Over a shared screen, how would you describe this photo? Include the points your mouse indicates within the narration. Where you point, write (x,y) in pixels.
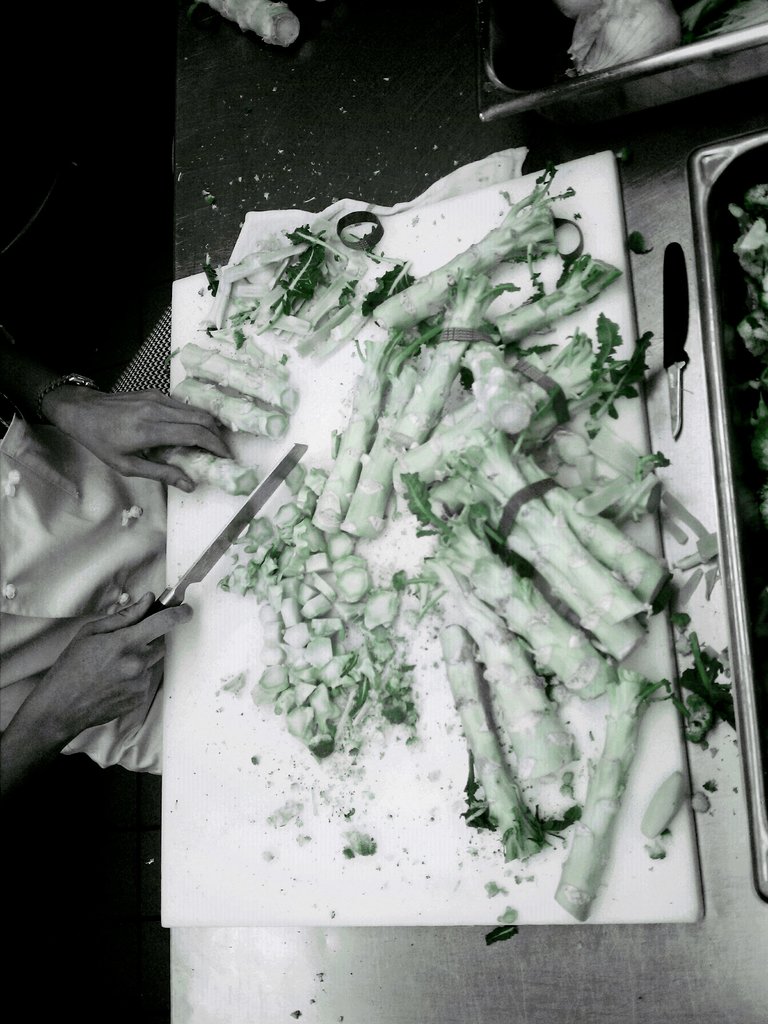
In this image we can see a person (137,410) cutting vegetables (502,250) on the cutting board (335,361). There is a table (200,83) on which there are objects (741,7).
